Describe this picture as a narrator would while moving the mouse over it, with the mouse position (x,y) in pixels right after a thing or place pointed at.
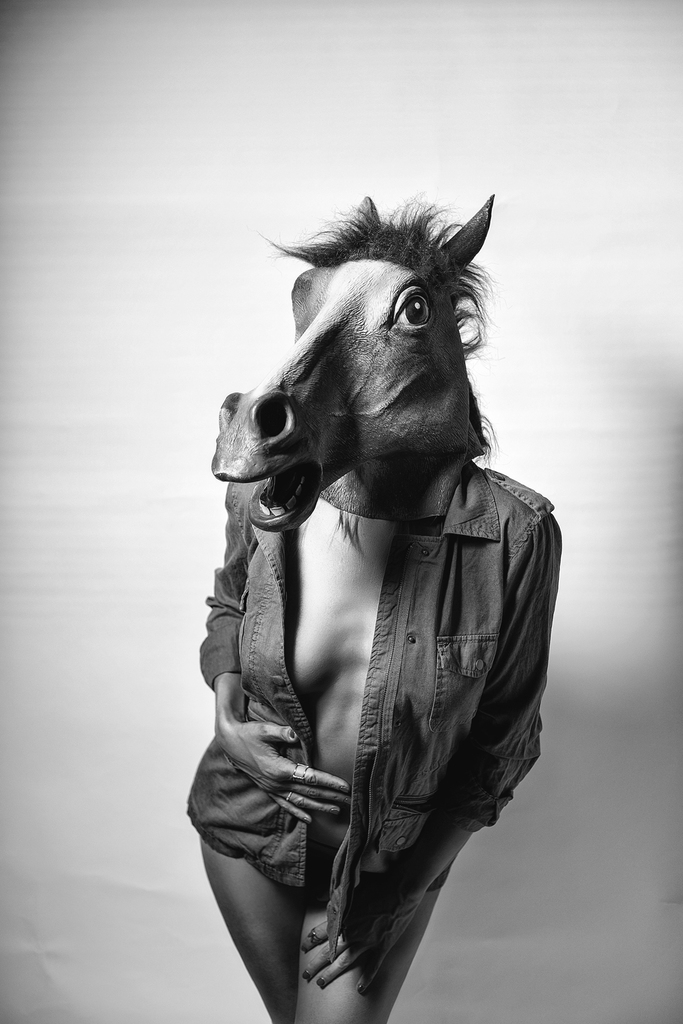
This is a black and white picture. In this picture the women (385,749) is wearing a jacket (416,679) and also a animal mask (334,416) and also the women (306,771) have a ring (296,770) to her finger (294,778).
